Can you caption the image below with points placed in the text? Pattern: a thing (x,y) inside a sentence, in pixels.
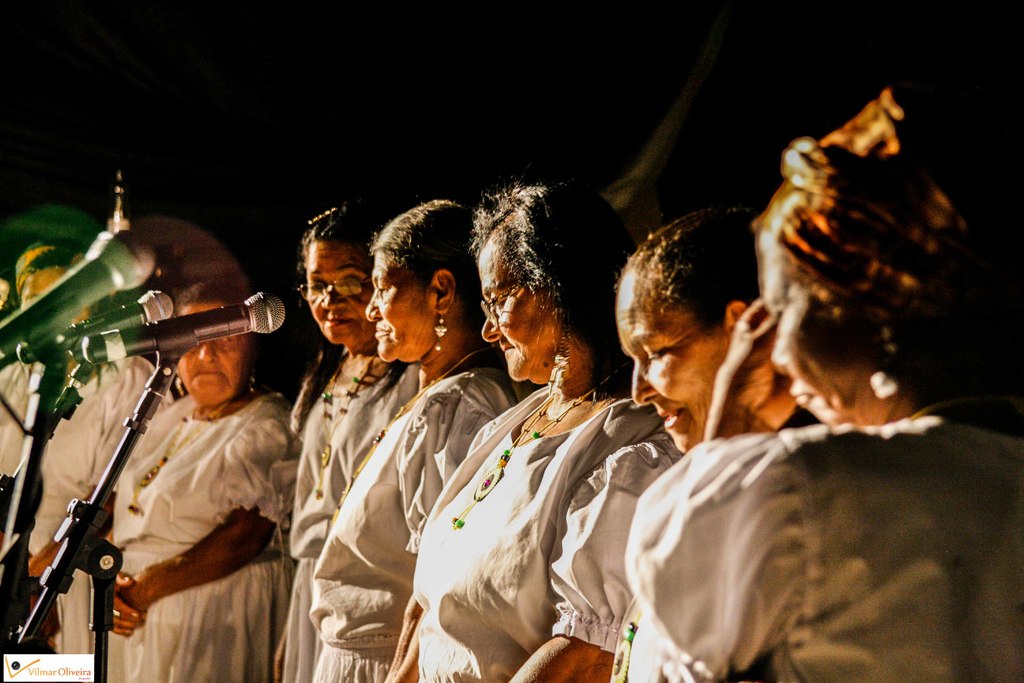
In this picture there is a group of old ladies (466,439) wearing white dress (800,535) are singing in the microphone (152,351). Behind there is a black background (16,75).
